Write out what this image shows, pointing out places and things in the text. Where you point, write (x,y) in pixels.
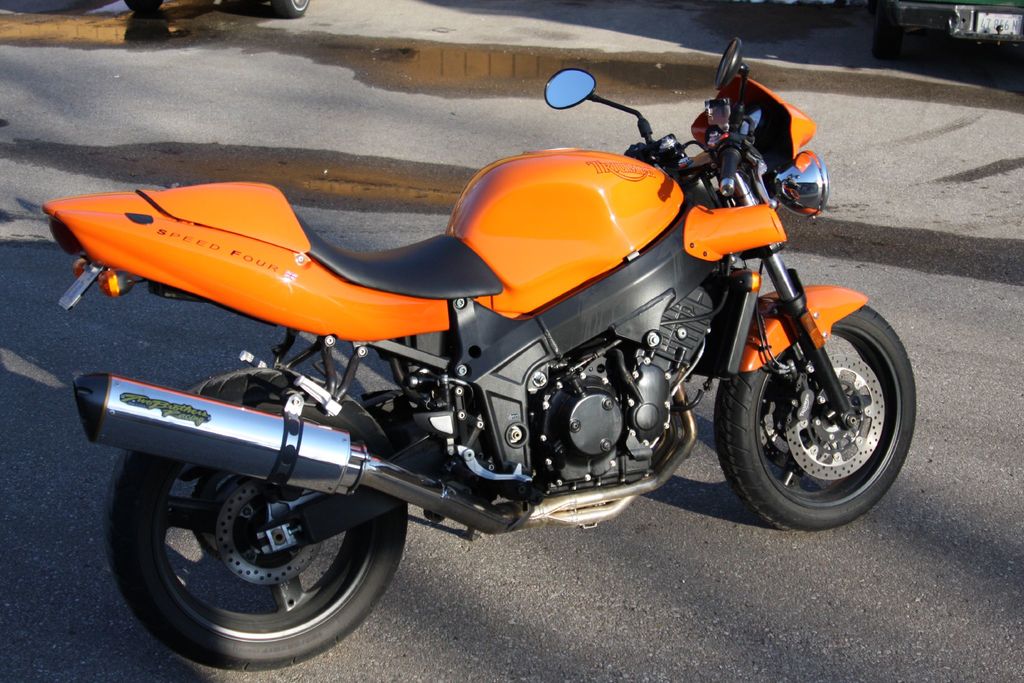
In this image, I can see a motorbike (338,509) and water (246,16) on the road (698,536). At the top of the image (141,10), I can see the objects (967,11).
